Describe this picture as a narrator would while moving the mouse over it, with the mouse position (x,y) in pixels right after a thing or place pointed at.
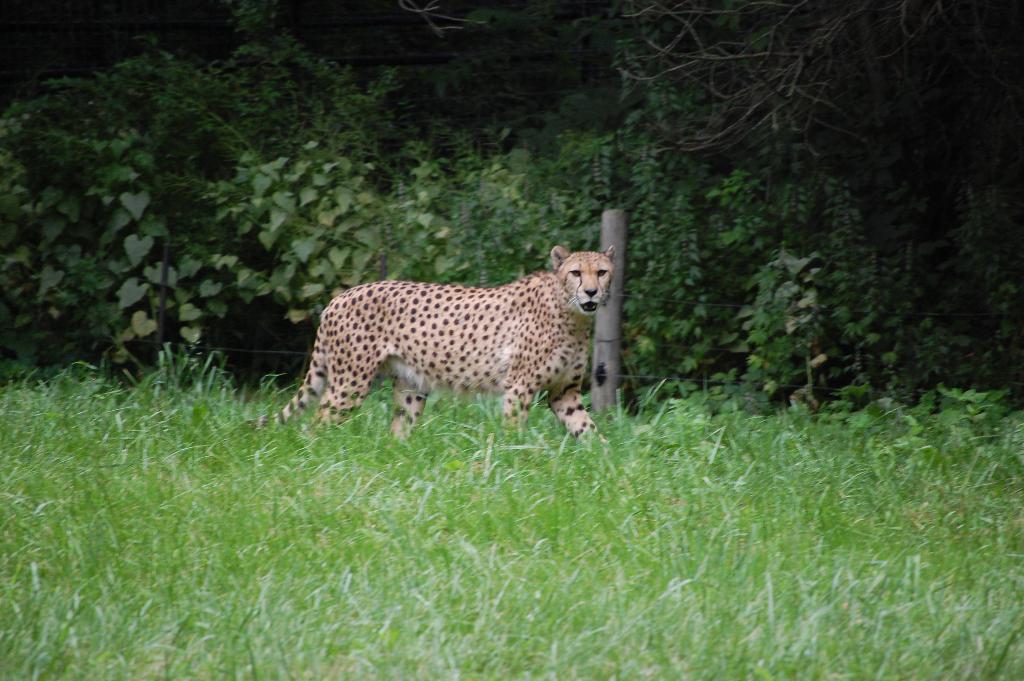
In this picture we can see cheetah (442,368) in the grass (670,416). There are few green plants (104,272) in the background (78,163).
